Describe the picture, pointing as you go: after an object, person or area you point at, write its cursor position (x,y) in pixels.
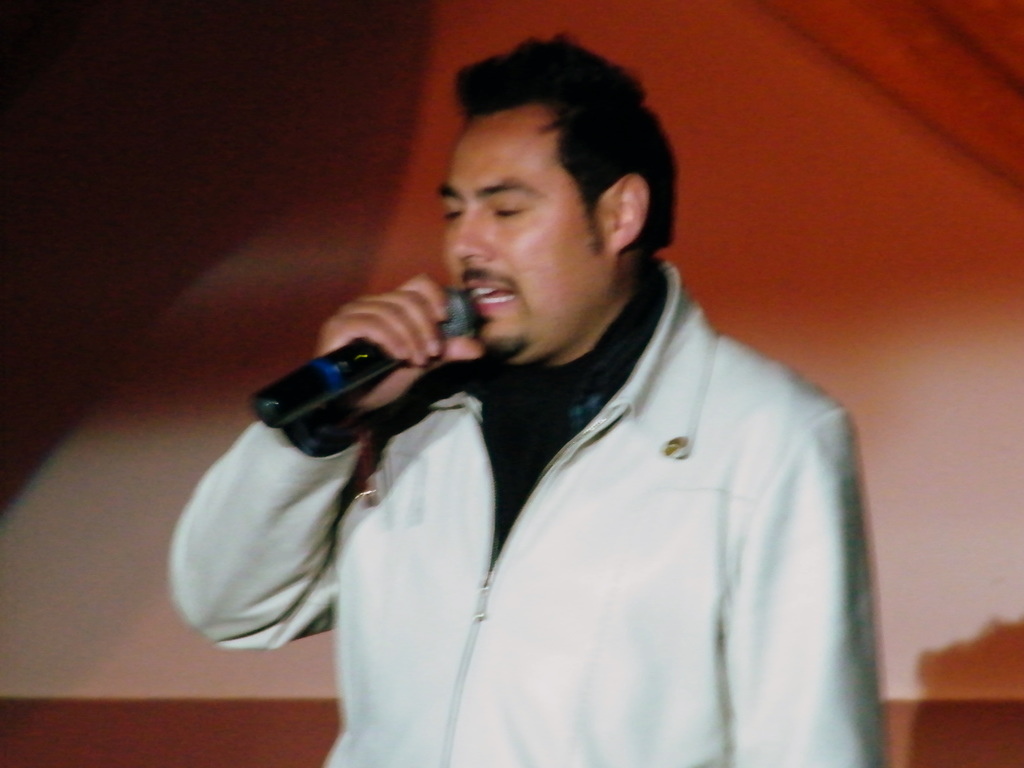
This image consists of a person (520,378). He is holding mic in his hand (423,346). He is wearing white color jacket (560,514) and black color t-shirt (531,433). He singing something.
